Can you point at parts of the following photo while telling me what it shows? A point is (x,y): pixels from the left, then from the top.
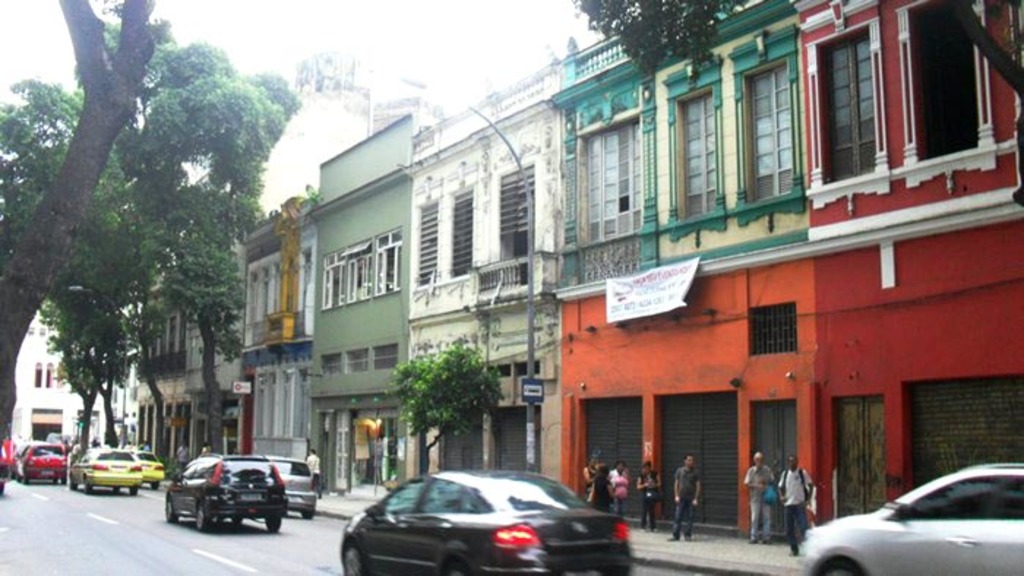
There are many buildings (602,268) in the image. There are many trees (186,224) in the image. A few cars (567,510) are moving on the road (289,516). A group of people (685,502) are standing on the footpath (656,554).
